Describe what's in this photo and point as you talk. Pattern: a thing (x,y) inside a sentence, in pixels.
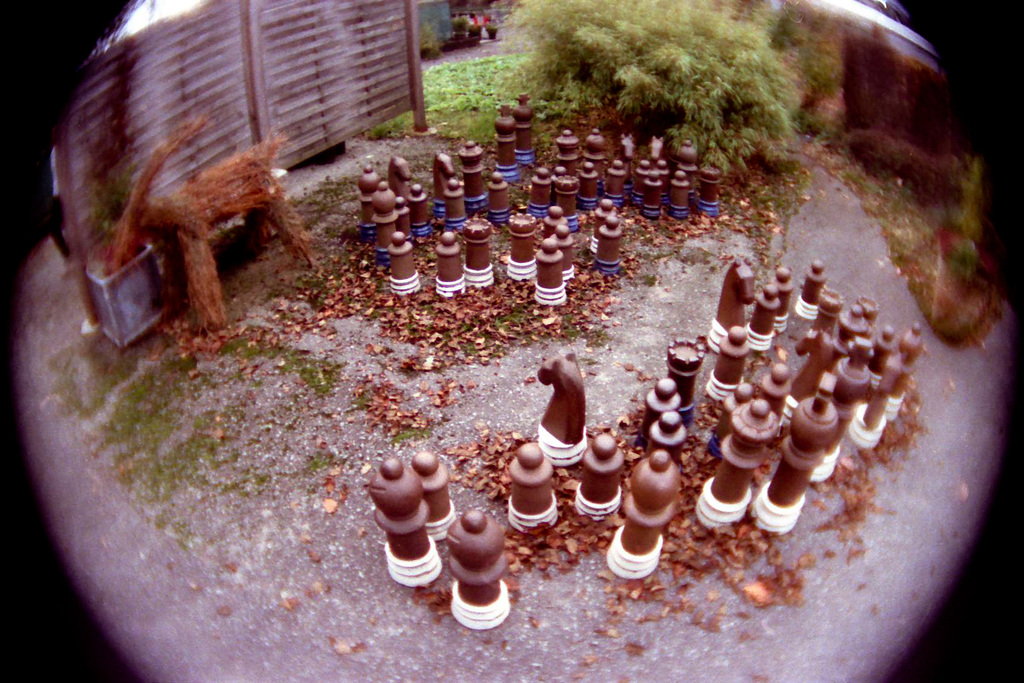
In this image I can see number of brown colour chess coins (450,229). I can also see a brown color thing (192,199) on the top left side (159,217) and on the top right side (797,18) I can see bushes (723,10) and grass (430,121). I can also see leaves (280,312) on the ground (297,297).
